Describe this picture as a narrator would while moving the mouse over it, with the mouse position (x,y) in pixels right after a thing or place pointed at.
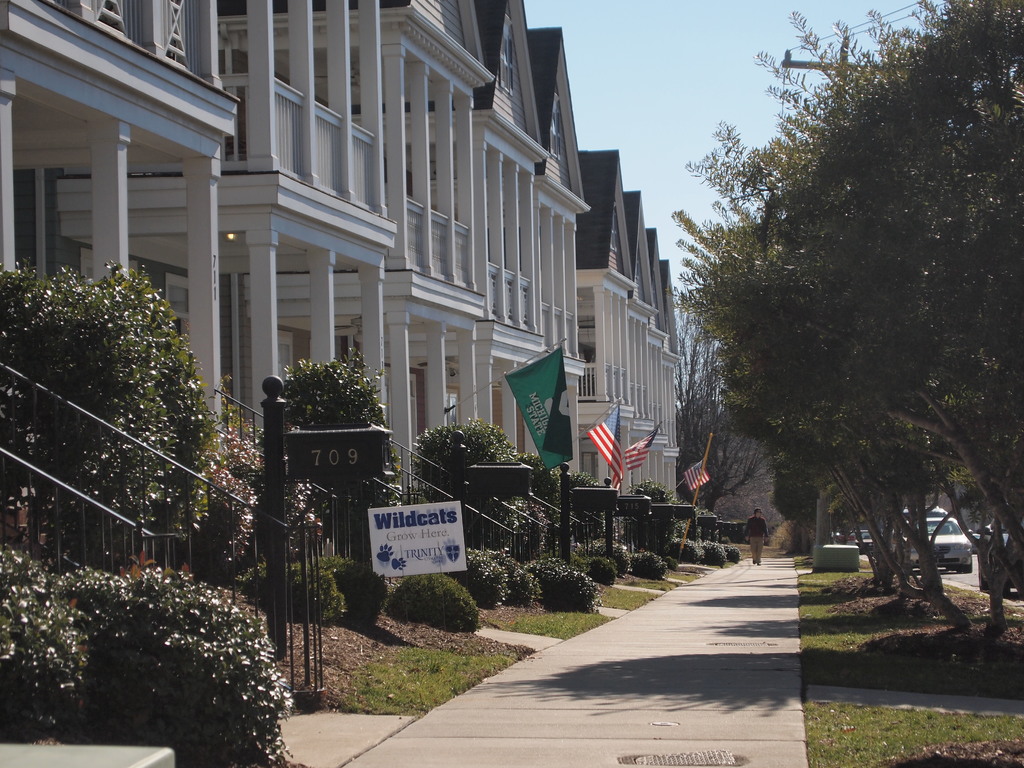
In this image there is a big building (257,331) in-front of that there are so many plants (124,741) and flags (687,481) to the poles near the pillar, also there is a person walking on the road (753,754), beside the road (791,580) there are trees (1011,451) on the row and car (1022,552) parked.
